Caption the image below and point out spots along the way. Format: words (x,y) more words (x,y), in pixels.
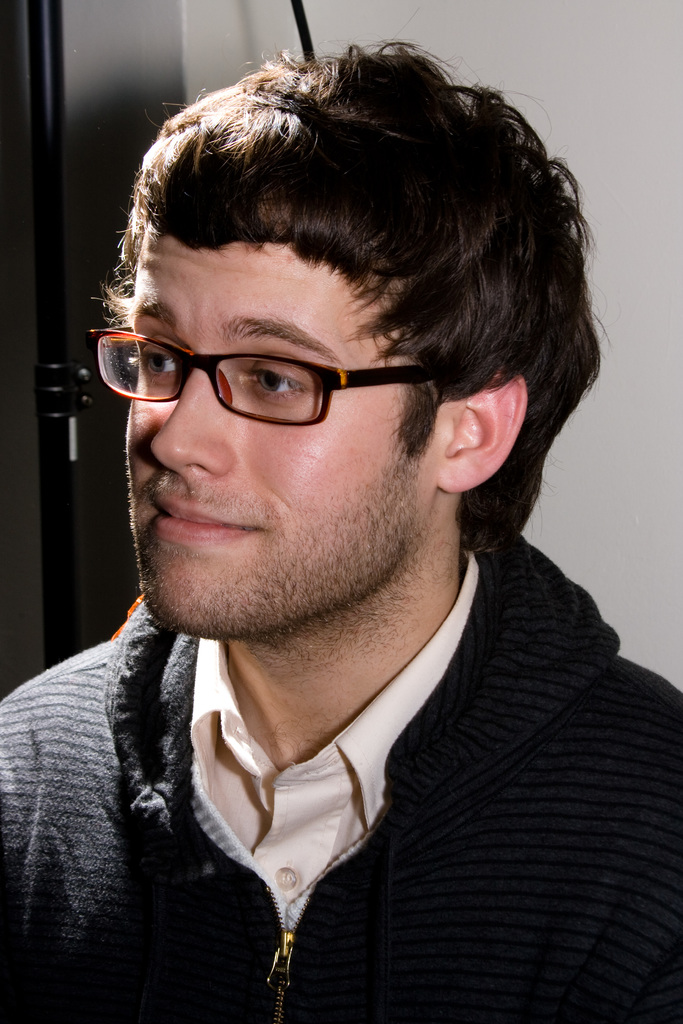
The man (252,137) is highlighted in this picture. He wore spectacles (413,370) and black jacket (474,854). Black rod (70,407).
